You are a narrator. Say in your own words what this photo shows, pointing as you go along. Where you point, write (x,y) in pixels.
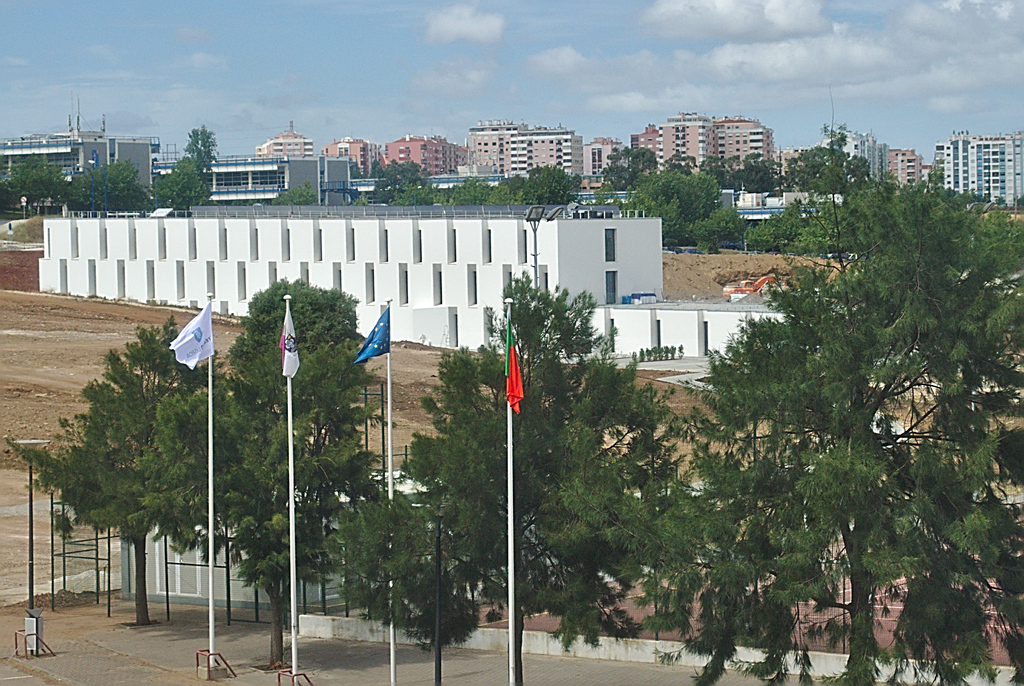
In the center of the image (478,423) there are flags (211,328) and trees (548,446). In the background (147,244) there are buildings (154,244). At the top (527,116) there is sky (417,133).
